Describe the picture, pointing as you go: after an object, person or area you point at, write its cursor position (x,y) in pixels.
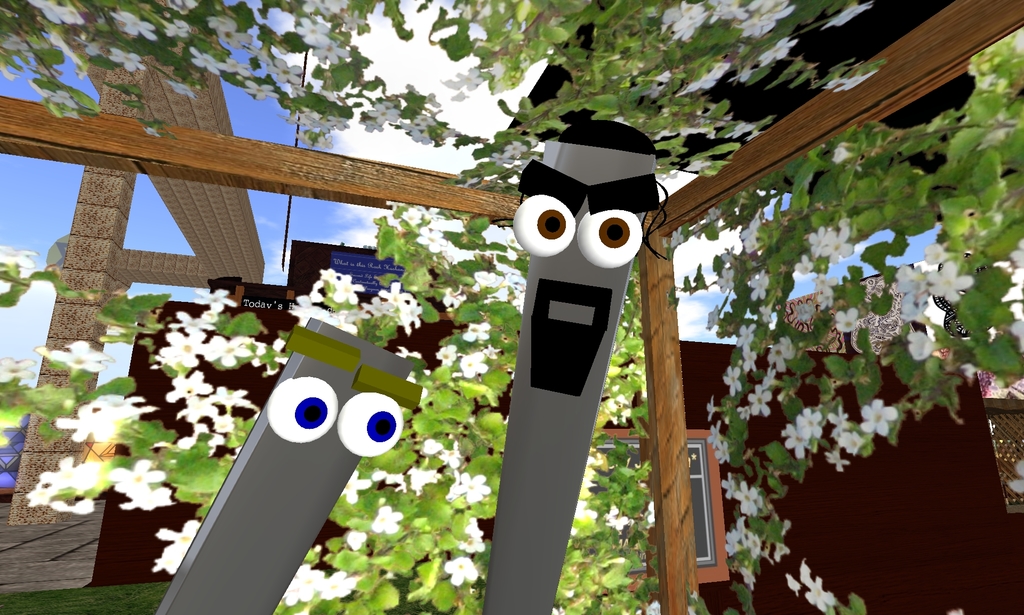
In this animated image I can see some wooden objects (672,505), a window (706,510), a wall (949,556) some poles (202,163) and pillars (236,229) a tree (630,311) with some flowers (911,336), and there are two objects (536,326) in the center of the image (373,409) with eyes (350,407) and eyebrows (624,196).
